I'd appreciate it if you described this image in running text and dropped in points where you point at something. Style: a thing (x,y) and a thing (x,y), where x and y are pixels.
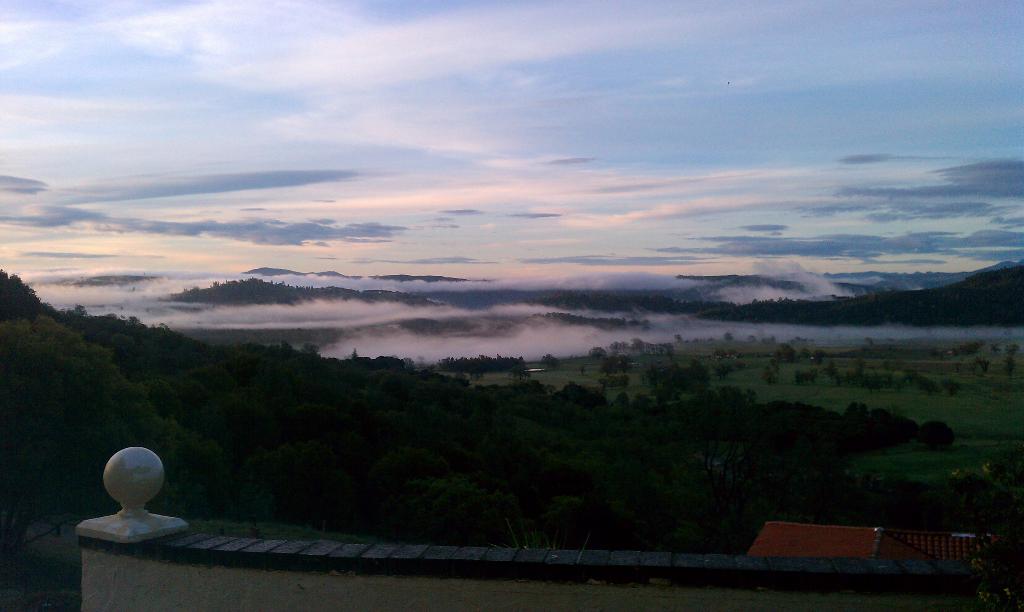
In the center of the image (516,383) we can see the grass (887,397), trees (760,406), mountains (936,304), roof (797,544) are present. At the bottom of the image (605,571) wall (621,572) is there. At the top of the image (652,145) clouds (504,195) are present in the sky (430,249).
